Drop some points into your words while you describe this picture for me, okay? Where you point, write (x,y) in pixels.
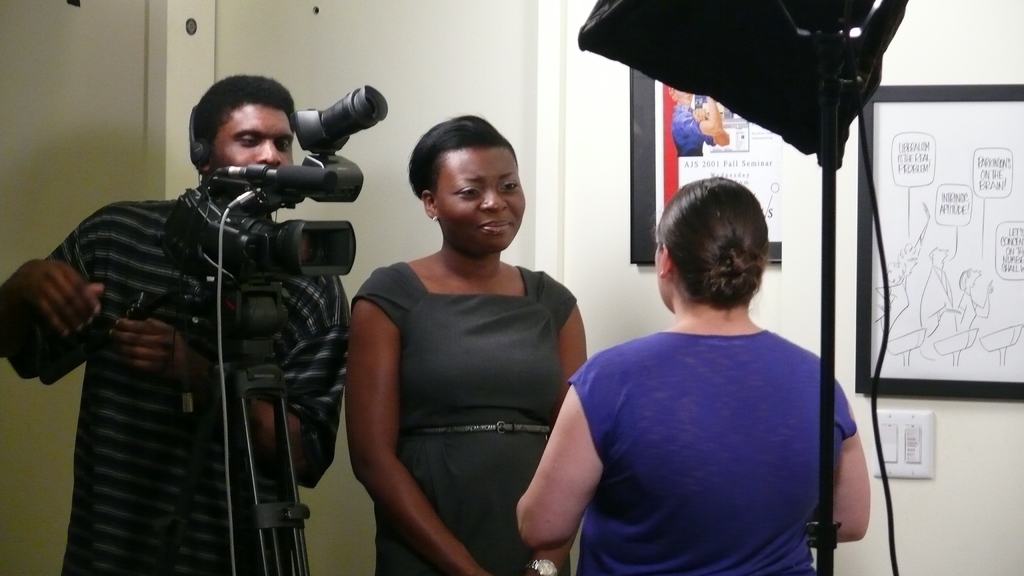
In this image, we can see people (660,392) standing and one of them is wearing a headset (198,145) and we can see a camera stand (259,305) and an umbrella stand (811,149) and some wires (880,369). In the background (625,122), there are frames (653,109) on the wall (599,120) and there is a board (905,444).
